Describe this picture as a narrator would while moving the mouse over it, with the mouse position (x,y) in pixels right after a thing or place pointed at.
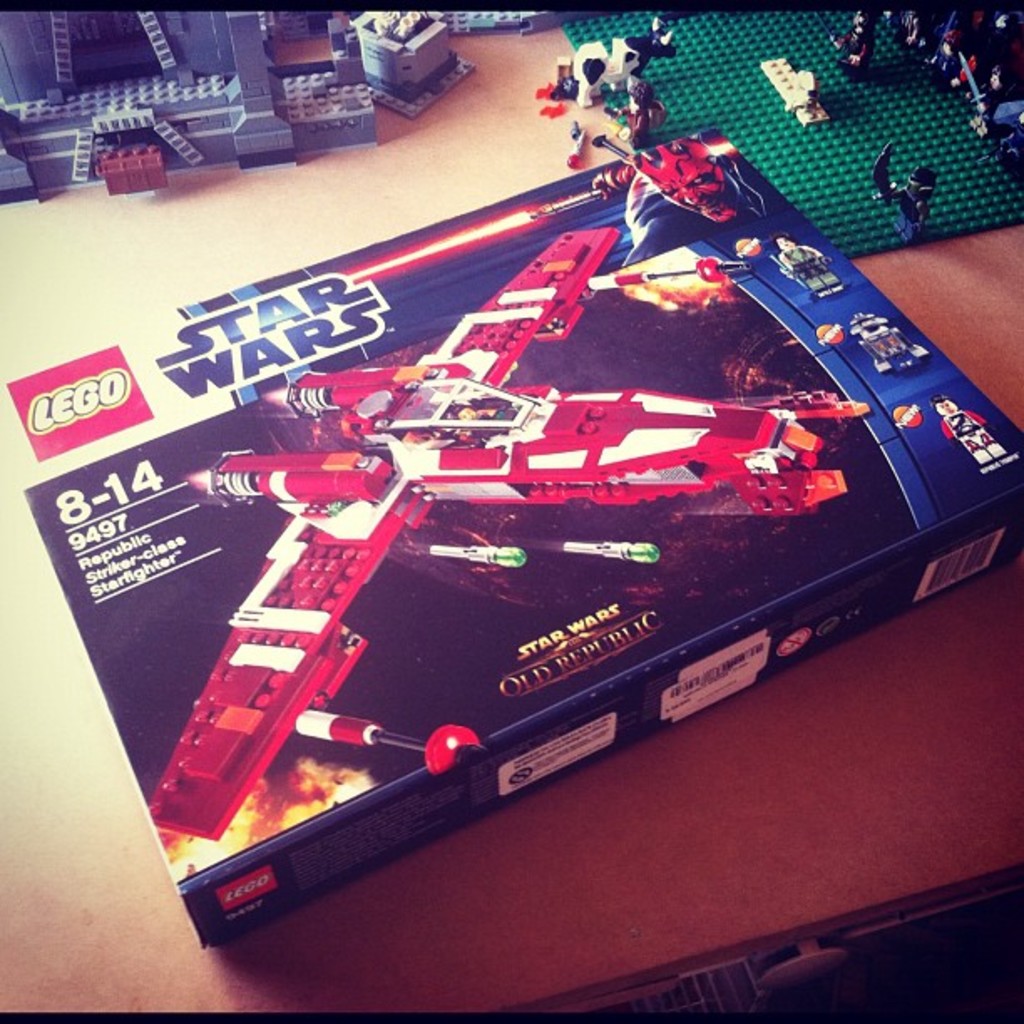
In this picture i can see a toy box (627,445), toys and other objects (105,116) on a table (33,304). On the box (480,608) i can see pictures (494,439) of toys (721,473).
